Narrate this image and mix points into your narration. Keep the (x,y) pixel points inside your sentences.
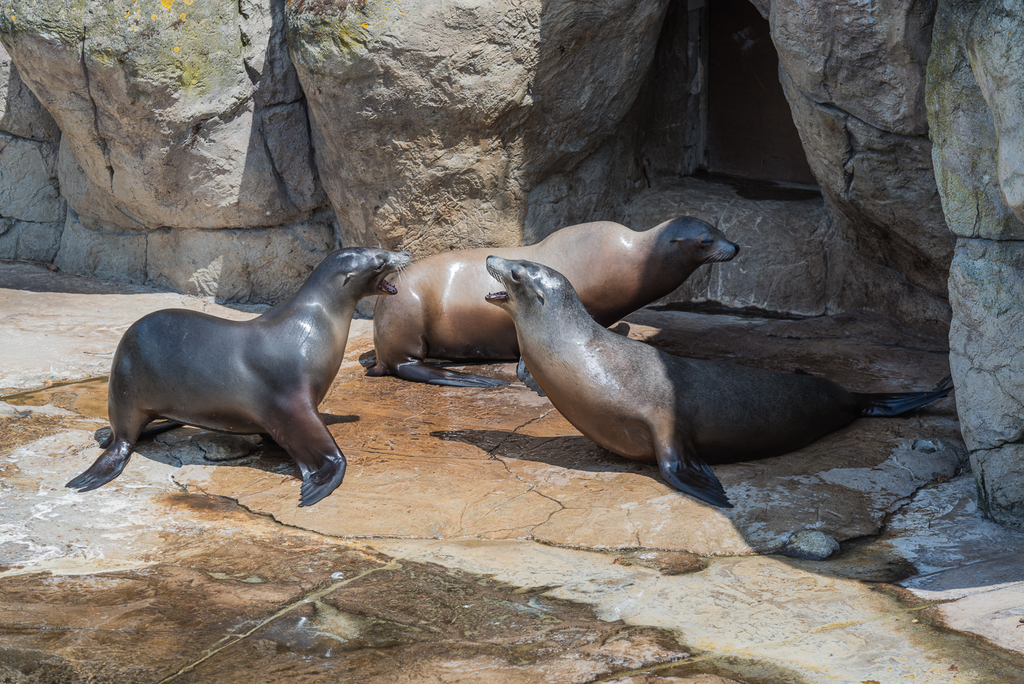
In this image, we can see seals (534,378) in front of the rock hill (417,58).
